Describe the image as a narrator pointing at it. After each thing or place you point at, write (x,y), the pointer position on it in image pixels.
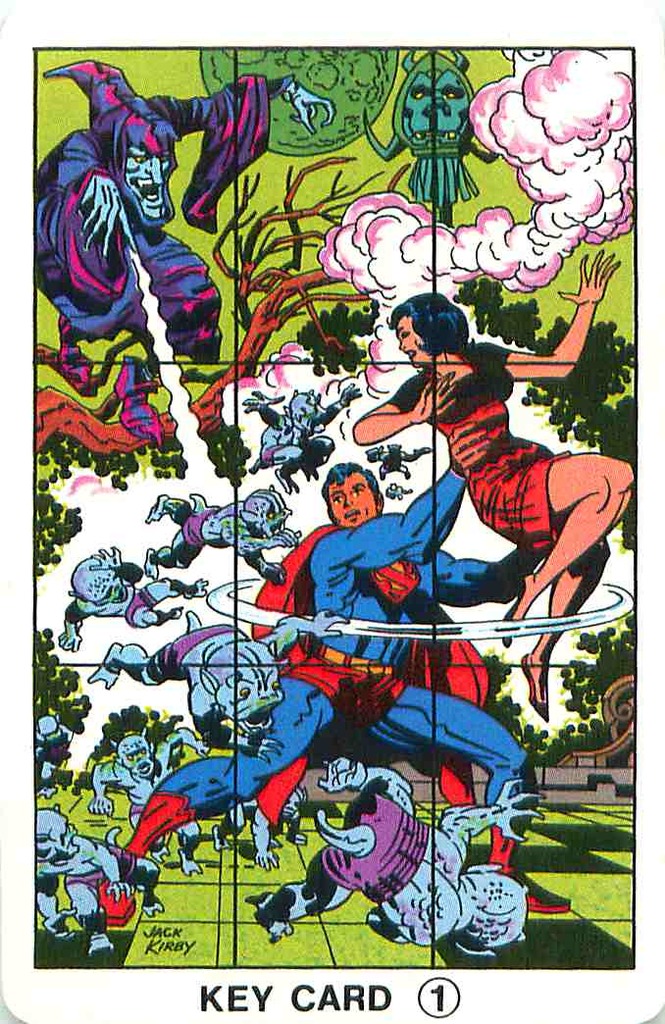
In this image there is a painting (279,390) and there is some text (337,987) written on the image.
